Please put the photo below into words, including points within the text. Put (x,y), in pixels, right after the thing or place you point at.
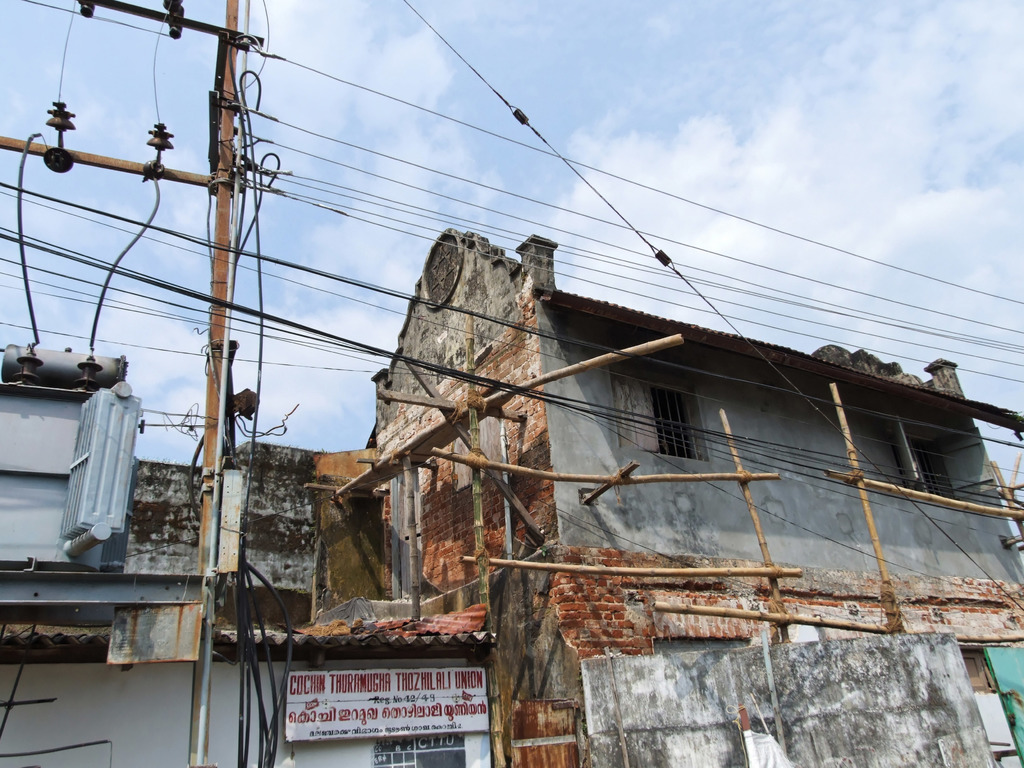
There is a building (627,545) which is under construction and there is a transformer (118,463), pole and some wires (381,155) in the left corner (83,485).
